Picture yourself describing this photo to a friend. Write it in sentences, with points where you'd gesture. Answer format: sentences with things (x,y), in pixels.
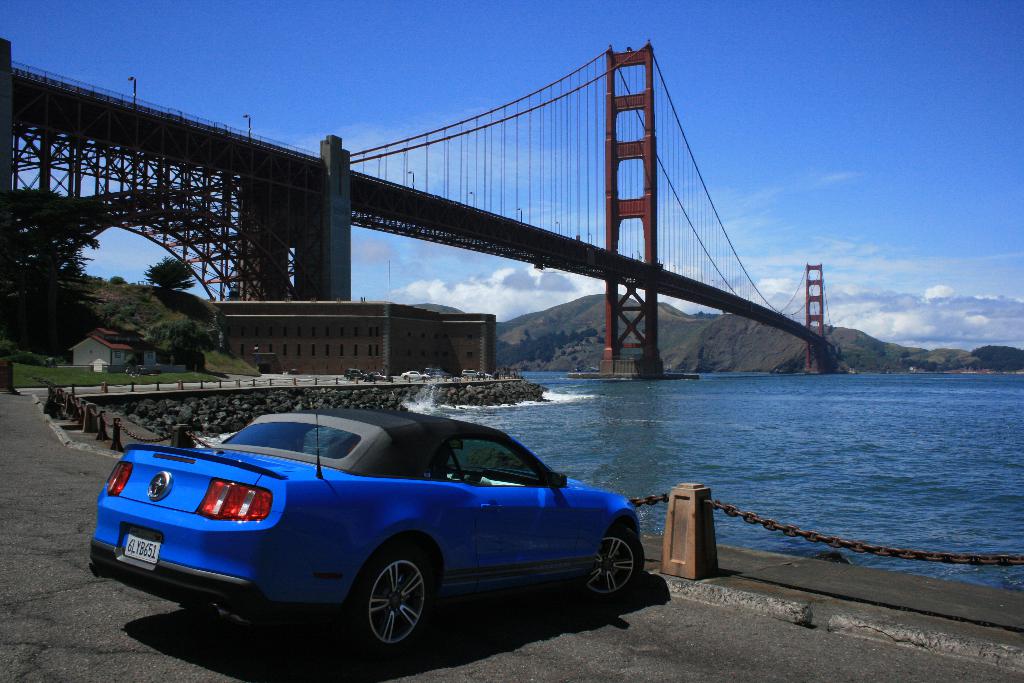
This image is clicked on the road (177,627). There is a car (255,508) parked on the road (122,596). In front of the car (381,473) there is a railing (198,438). Beside the railing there is the water (775,412). There is a bridge (156,128) across the water (804,430). In front of the bridge (641,285) there are houses (358,355). In the background (761,346) there are mountains (719,326). At the top (477,54) there is the sky (362,53).
